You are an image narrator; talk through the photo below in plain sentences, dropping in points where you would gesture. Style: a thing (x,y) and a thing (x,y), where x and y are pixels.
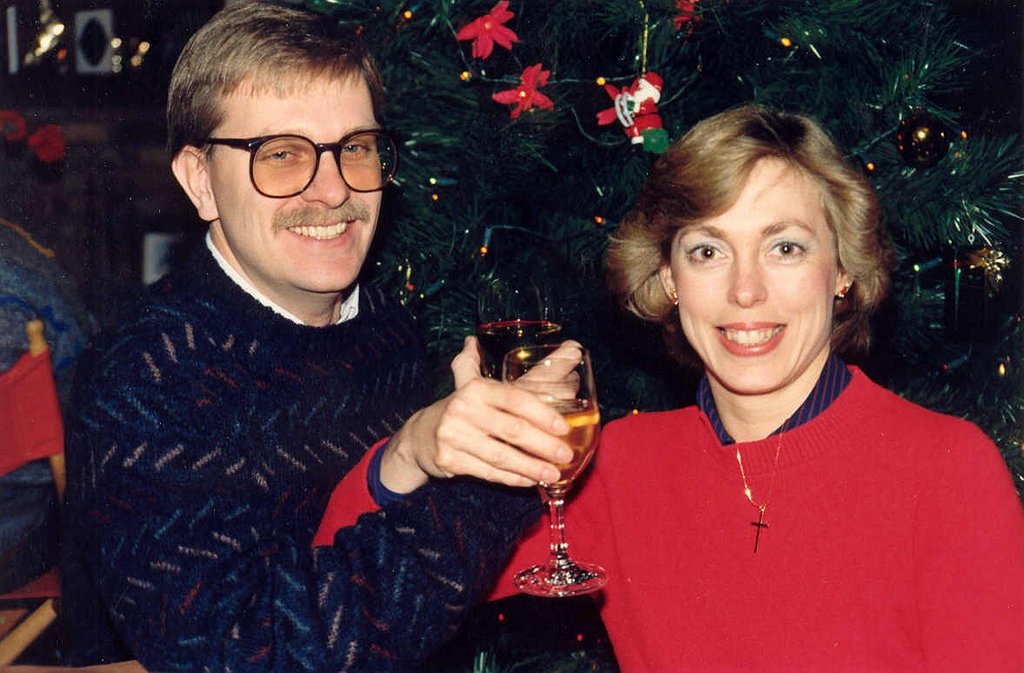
Here we can see a couple (215,29) holding a glass of wine (550,314) in their hand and they are smiling. In the background (557,74) we can see a Christmas tree (555,60).
